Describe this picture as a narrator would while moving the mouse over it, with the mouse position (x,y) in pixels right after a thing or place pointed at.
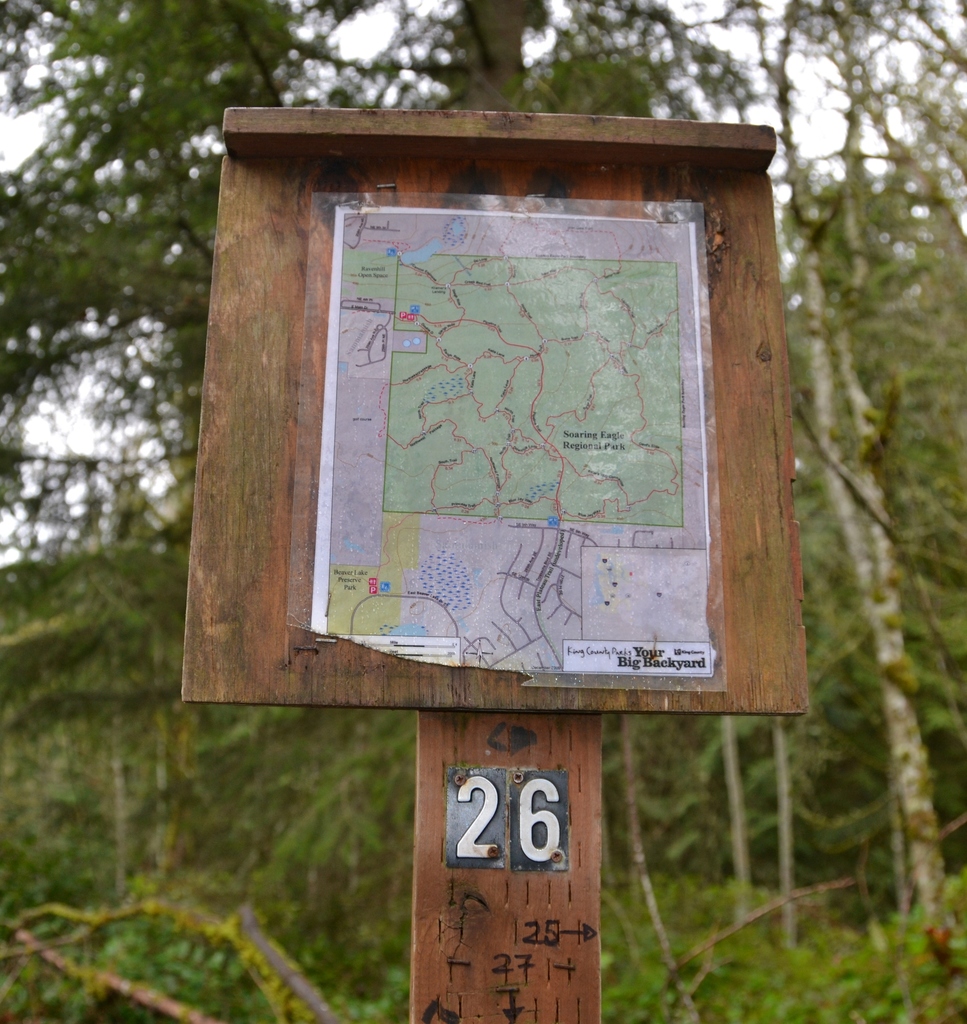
Map (339,575) is on this wooden board (651,480). Background (14,269) there are trees (344,822).
